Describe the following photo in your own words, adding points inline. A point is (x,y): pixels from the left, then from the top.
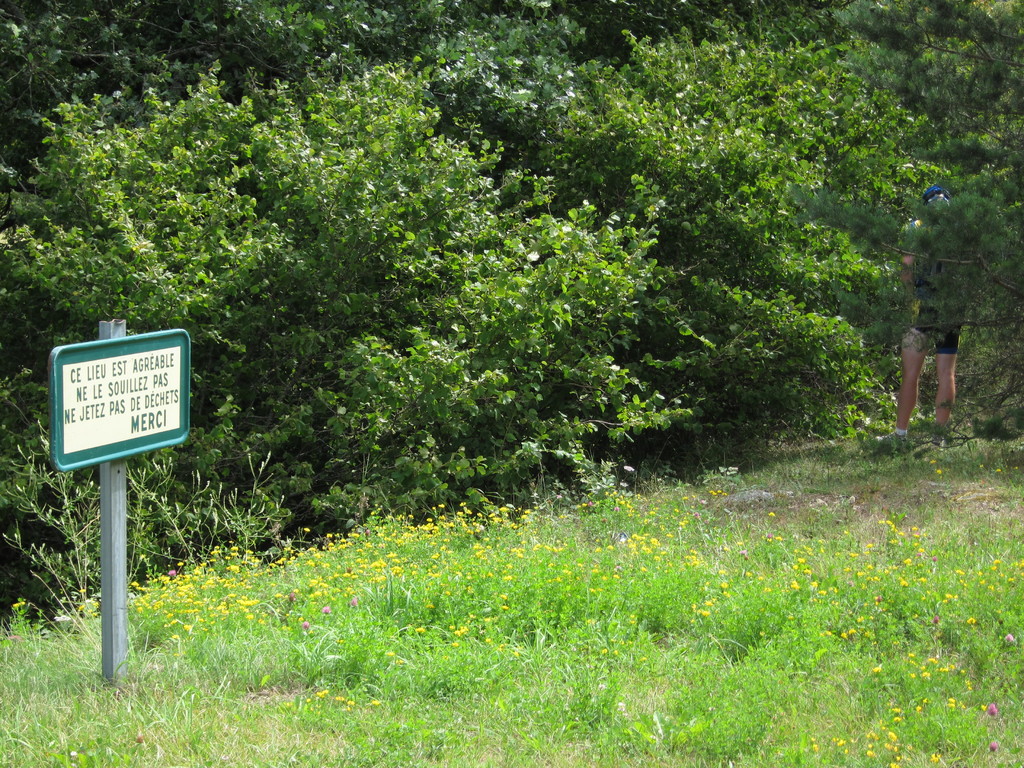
In this picture I can see the grass (713,584) and few flowers (429,539) in front (646,676). I can also see a board (153,424), on which there is something in written. In the background (31,419) I can see the trees (944,276). On the right side of this picture (942,279), I can see a person (955,376) standing.
